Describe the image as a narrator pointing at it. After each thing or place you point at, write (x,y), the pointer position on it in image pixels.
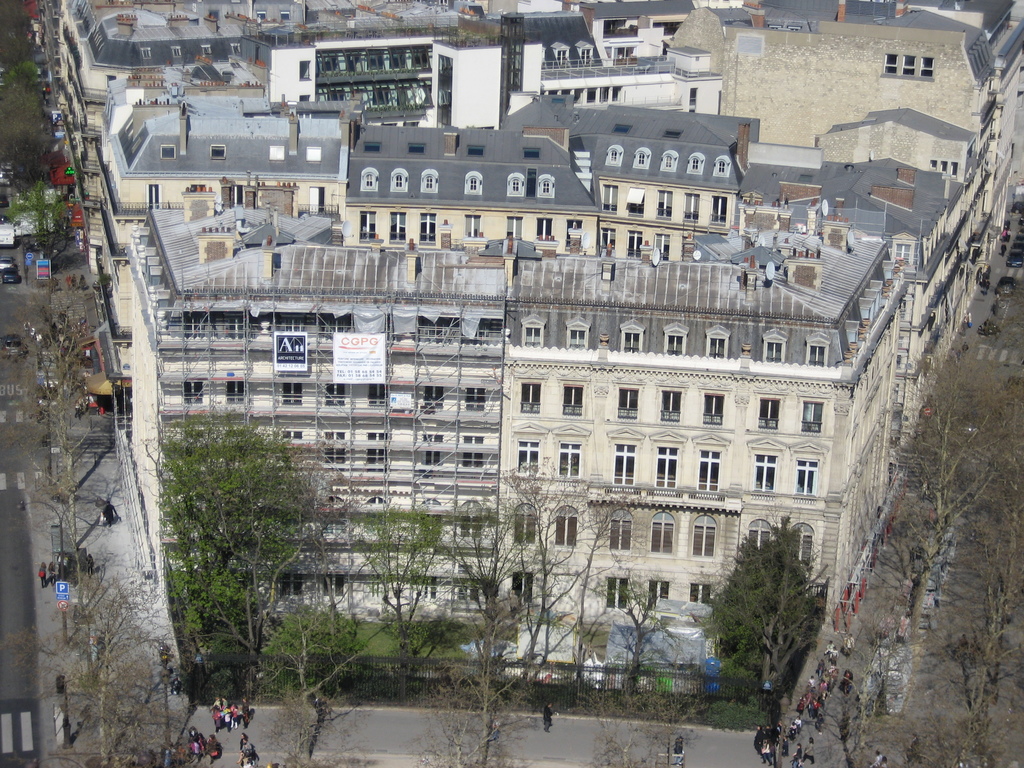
This image consists of buildings (516,293). At the bottom (264,706), there are people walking on the road (864,662). And there are vehicles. In the front (296,670), there are trees (459,535). At the bottom (424,755), there is a road (549,755).
